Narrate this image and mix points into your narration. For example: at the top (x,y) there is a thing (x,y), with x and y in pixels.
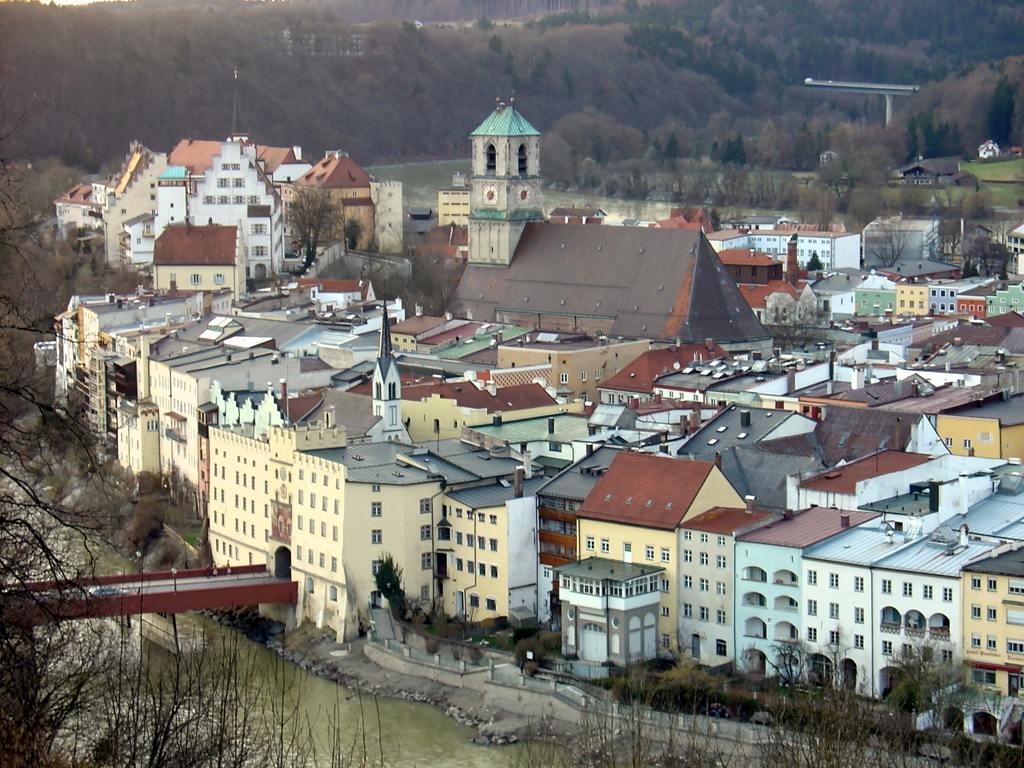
In the picture there are many houses (346,284) and buildings (319,331) and there is a bridge (57,598) across the river (68,560) in front of those buildings (307,540) and around the river (217,630) there are many trees (42,261).
